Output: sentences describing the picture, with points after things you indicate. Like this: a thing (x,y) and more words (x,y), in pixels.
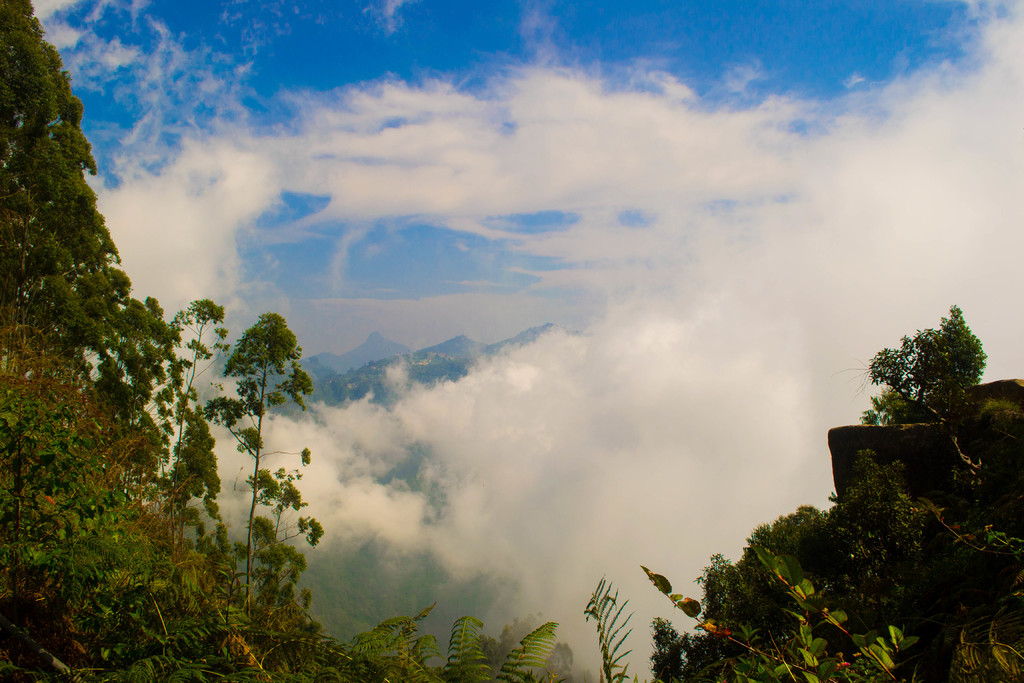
In this image we can see clouds (464,187) in the sky (471,133). At the bottom of the image (114,630), there are trees (747,601) and plants (613,649). We can see mountains (385,379) in the middle of the image (456,356).
